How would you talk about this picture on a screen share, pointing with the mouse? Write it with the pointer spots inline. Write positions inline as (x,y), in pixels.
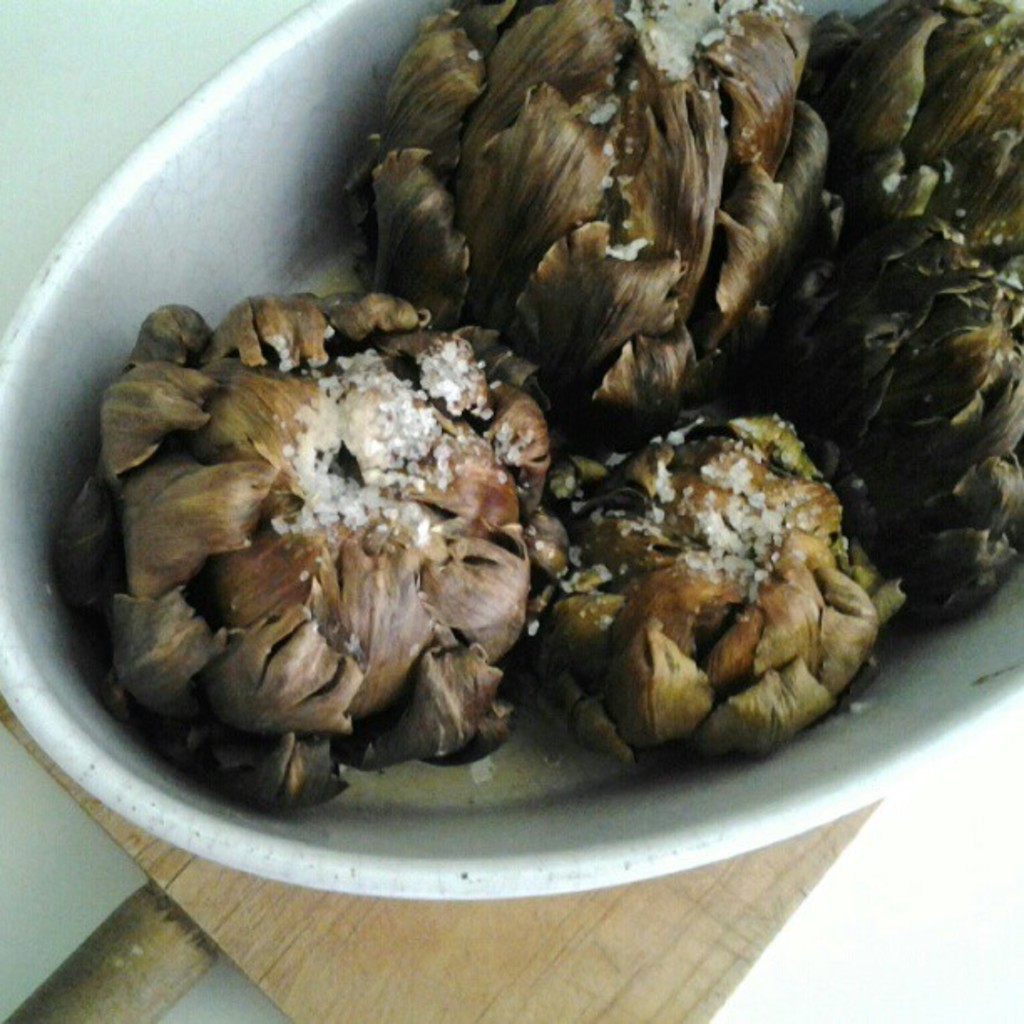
In this picture there are some artichokes (453,459) placed in the white color dish (569,839) which is placed on the board (349,951). The board (579,918) is in brown color.
